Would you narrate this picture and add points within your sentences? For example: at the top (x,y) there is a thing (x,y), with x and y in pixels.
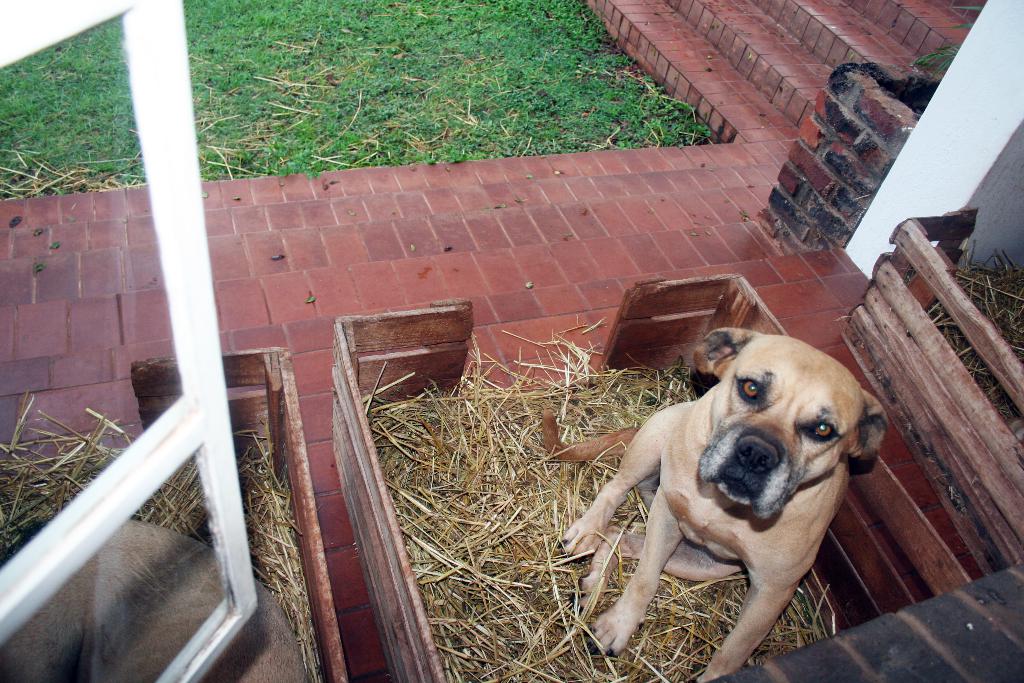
There are three wooden boxes (976,415). On the center box (664,438) there is a dog (633,488) sitting on the grass straws (471,553). And the floor (421,244) is made with bricks (400,226). Also there are grasses (362,71).
